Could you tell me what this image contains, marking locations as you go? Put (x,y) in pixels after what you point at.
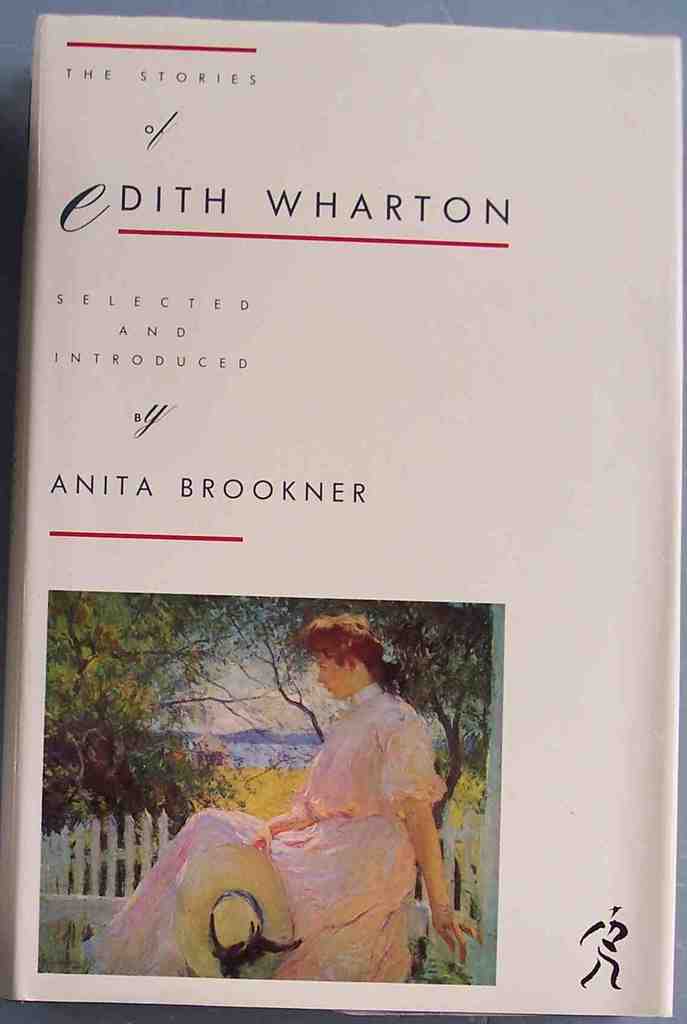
In this image we can see a book (497,511) on which we can see some edited text (251,189) and a picture (318,851) of a woman (395,883) sitting on the wooden fence (96,922) and we can see trees (194,696). Here we can see the logo (617,973).
